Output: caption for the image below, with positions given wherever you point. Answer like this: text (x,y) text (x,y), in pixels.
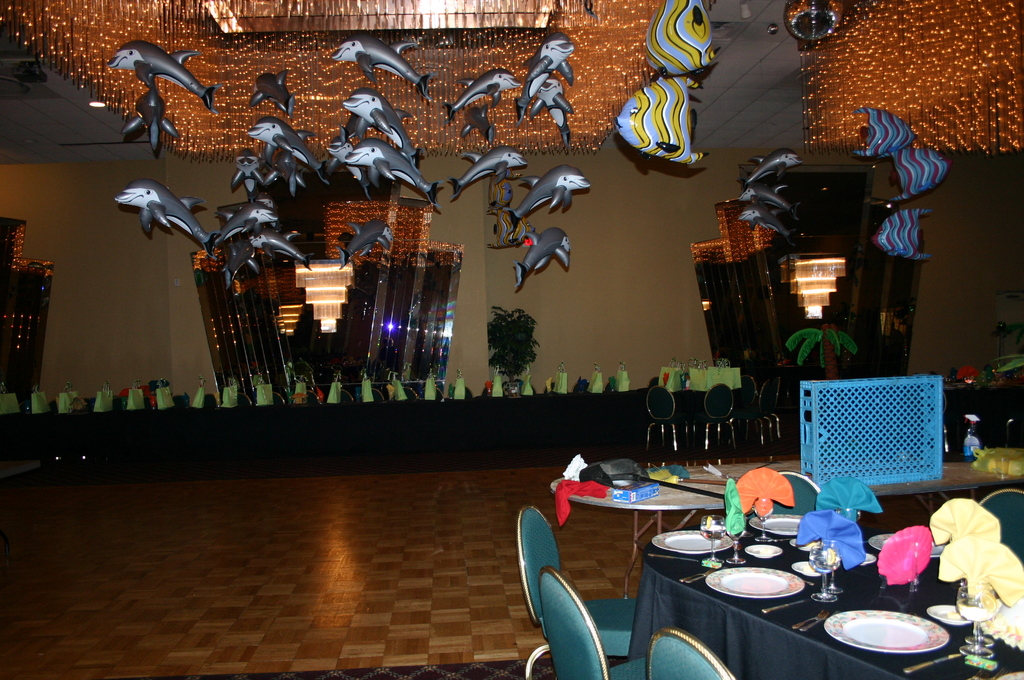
In the image on the right side (714,501), we can see chairs (627,623) and tables (629,505). On the tables (658,496), we can see plates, glasses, clothes (560,496), boxes (639,490), tissue paper (567,476), spray bottle (966,448), basket (895,427) and few other objects (655,470). In the background (599,242) there is a wall (705,198), roof (793,112), string lights (156,24), tables (15,418), green color objects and few other objects (363,154).
